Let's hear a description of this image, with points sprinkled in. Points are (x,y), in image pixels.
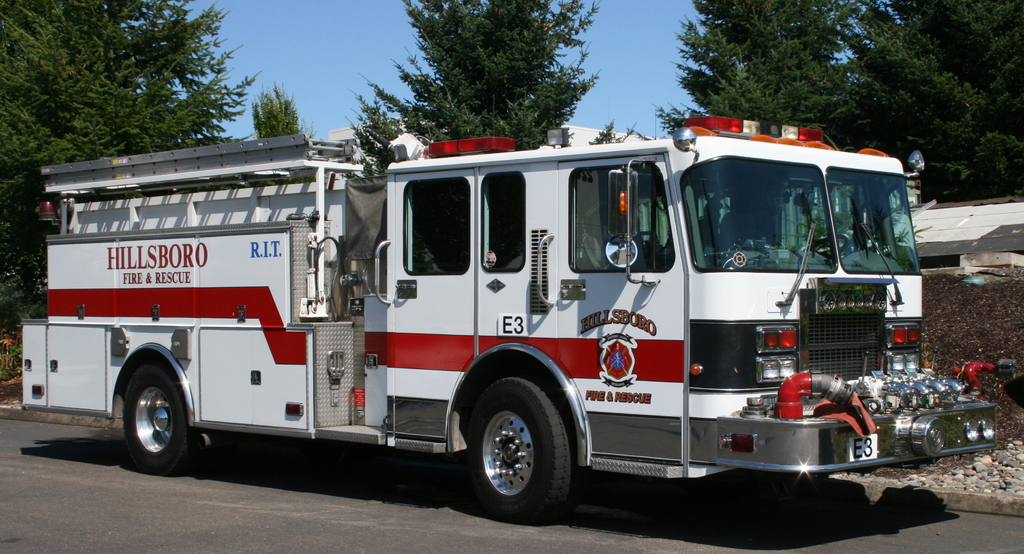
Here I can see a vehicle (275,353) on the road (246,507). On the right side (984,265) there is a wall (973,319). In the background (833,72) there are some trees (79,84). At the top (308,30), I can see the sky (292,33).
